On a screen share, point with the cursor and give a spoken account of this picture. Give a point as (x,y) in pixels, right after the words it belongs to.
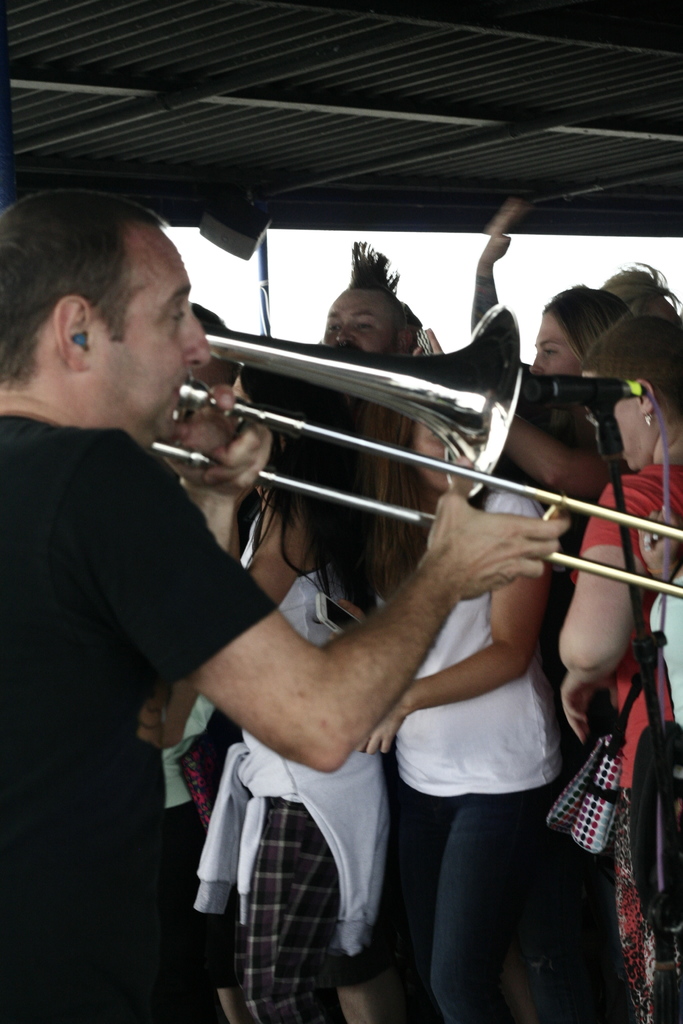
In the center of the image (419,575) there is a person (65,272) holding a musical instrument (625,523). He is wearing a black color t-shirt (140,691). At the background of the image (679,386) there are many people (243,892). At the top of the image (32,18) there is a roof (641,65).
